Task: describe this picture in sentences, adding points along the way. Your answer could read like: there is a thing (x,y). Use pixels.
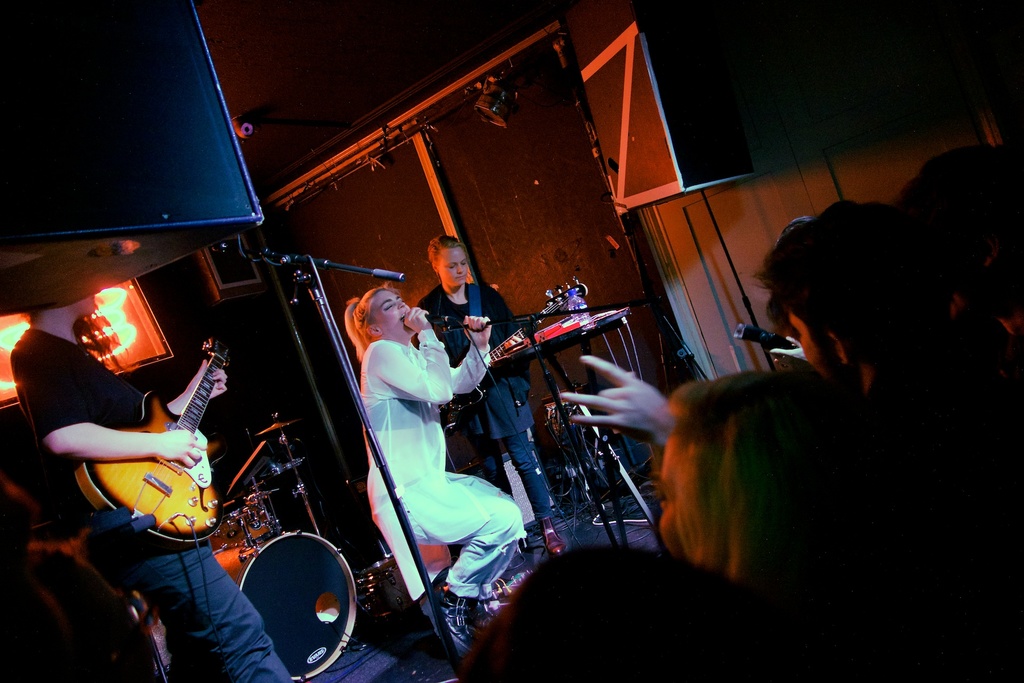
One lady (394,393) wearing white dress (408,387) holding a mic (411,318) and singing. Next to her a lady (453,305) is holding a guitar (502,349). And left of her one guy (123,390) is holding a guitar (174,479) and playing. There are many musical instruments (298,576). And some people (776,432) are standing over here and watching the show.
